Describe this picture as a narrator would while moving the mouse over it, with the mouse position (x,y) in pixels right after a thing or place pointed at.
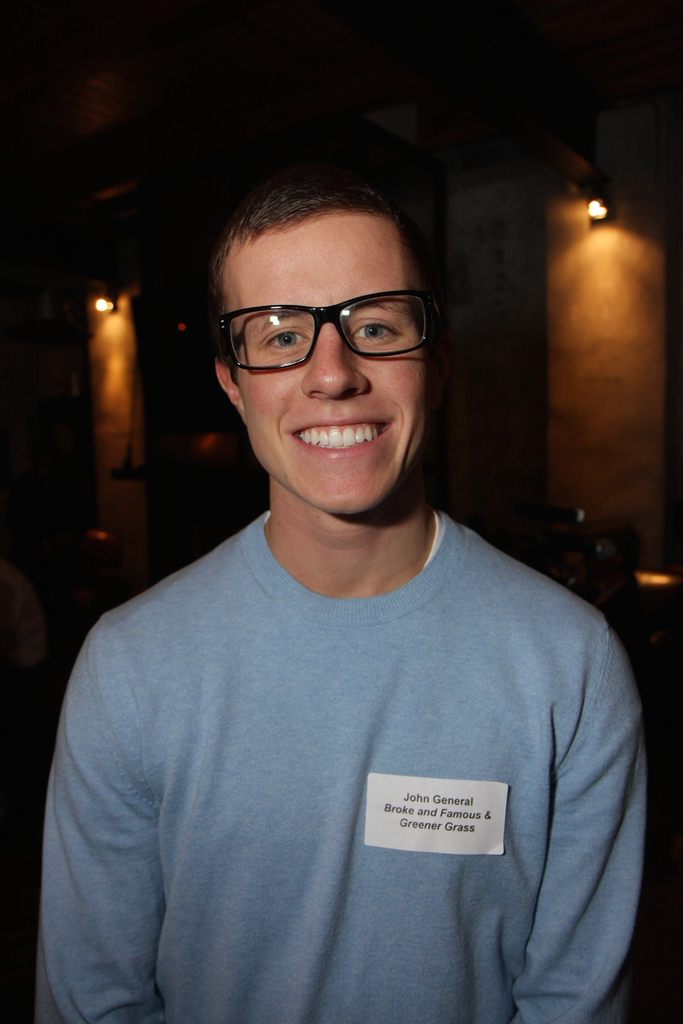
Here I can see a man (286,730) wearing a t-shirt (214,627), spectacles (396,332), smiling and looking at the picture. On the right side (469,824) there is a white paper (429,794) attached to his t-shirt (456,719). On this, I can see some text (445,801). In the background (105,310) there are few lights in the dark.
